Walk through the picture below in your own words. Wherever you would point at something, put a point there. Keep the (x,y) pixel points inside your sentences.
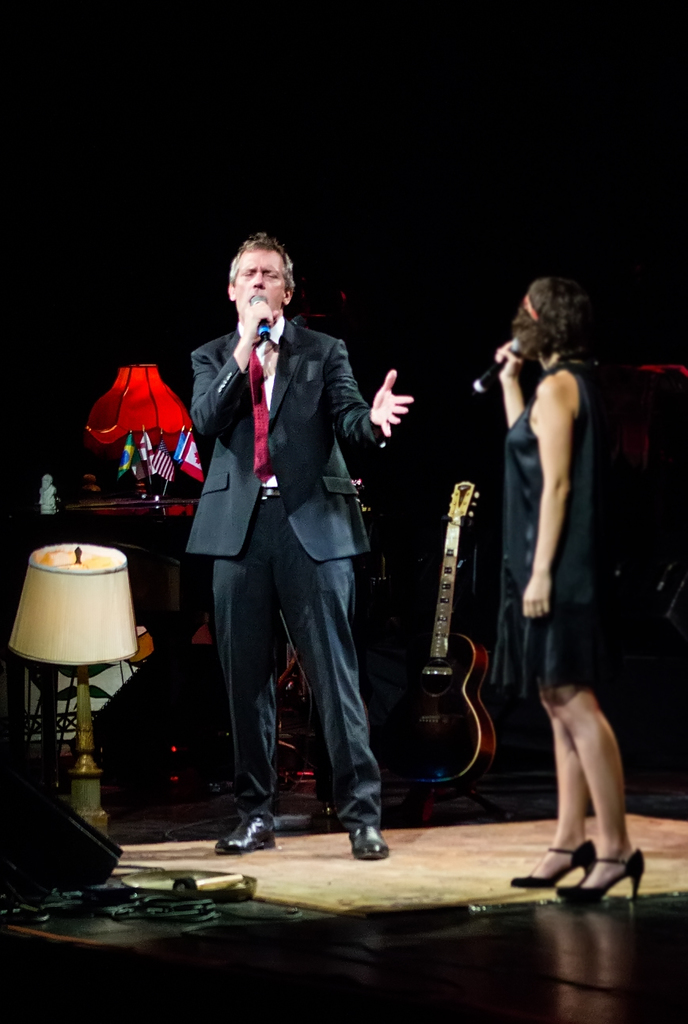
In this image, we can see people (383,431) holding mics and one of them is wearing a coat (281,463) and a tie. In the background (144,443), we can see a guitar (444,592), a lamp (77,684), flags (122,463) on the stand (140,511) and there are some other objects (69,692). At the bottom (276,920), there is a floor (387,937).
